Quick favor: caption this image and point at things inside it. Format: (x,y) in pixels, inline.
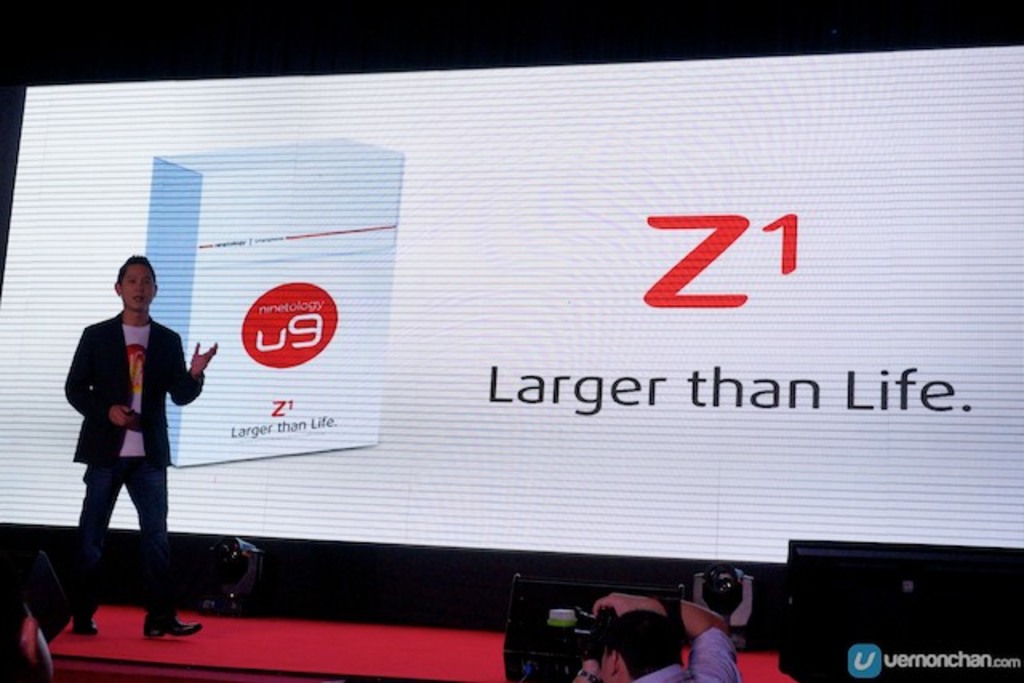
In this image there is a man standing on the stage (272,682) behind him there is a screen (264,496) on the wall (437,618) also there are people (639,599) in front of him capturing with camera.
